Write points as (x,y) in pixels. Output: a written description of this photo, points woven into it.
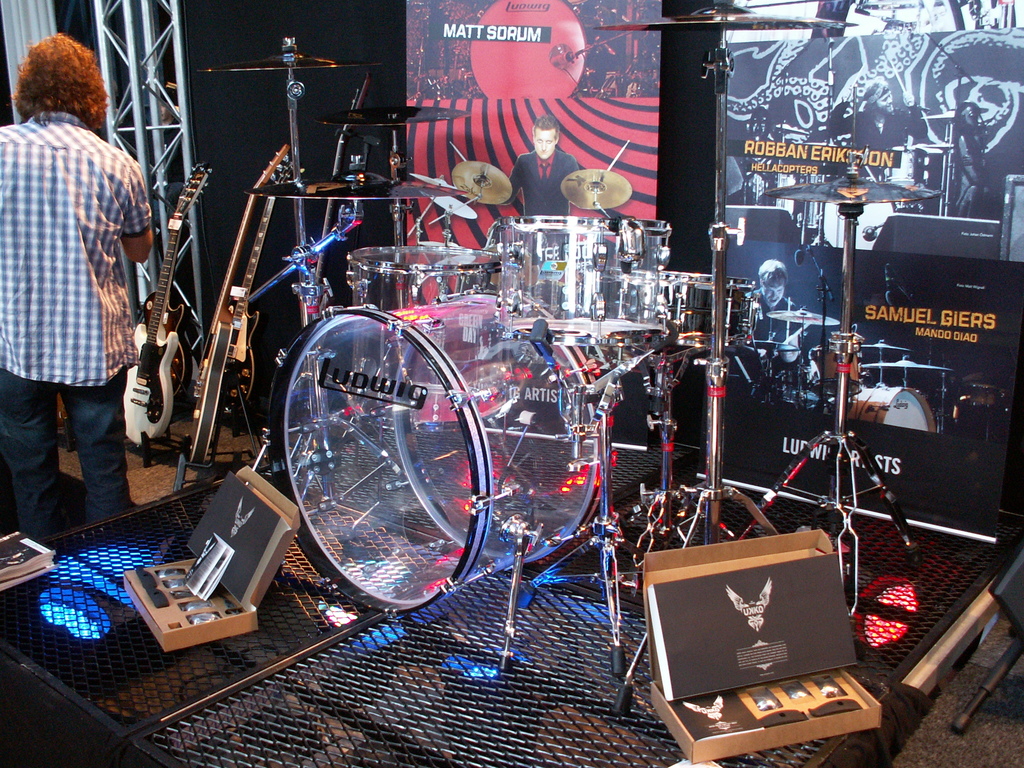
In this picture I can observe drums (424,430) placed on the floor (412,636). There is a person (59,212) standing on the left side (16,286). In the background (484,55) I can observe posters (786,137). On the left side (32,2) I can observe white color curtain (11,45).
